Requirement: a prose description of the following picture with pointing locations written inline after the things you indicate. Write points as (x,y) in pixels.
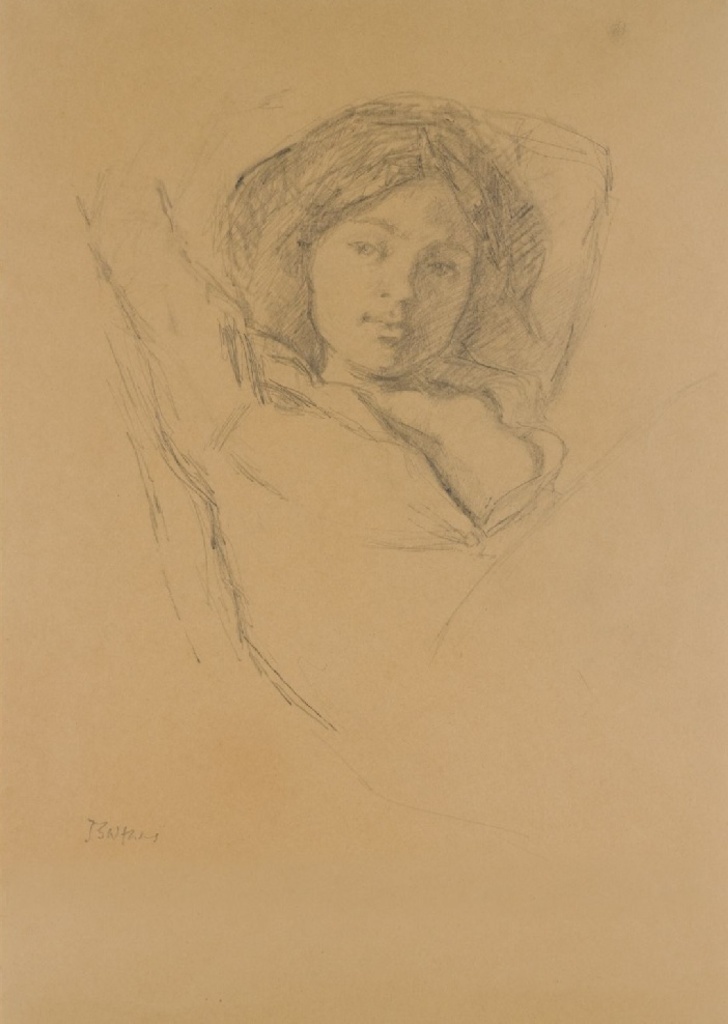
In the image we can see there is a cream colour sheet (611,432) on which there is a pencil sketch (186,350) of a woman (307,544).
